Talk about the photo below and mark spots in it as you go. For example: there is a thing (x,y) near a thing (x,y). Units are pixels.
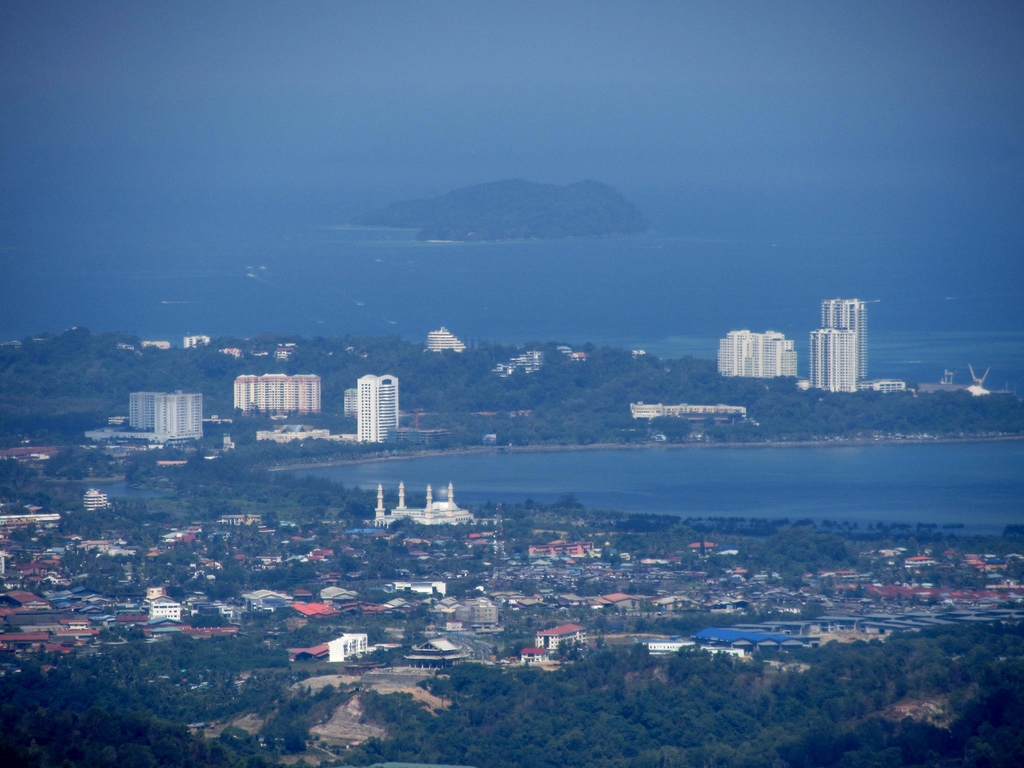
In this picture we can see buildings (678,591), trees (312,570), water (512,453) and in the background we can see the sky (560,94).
